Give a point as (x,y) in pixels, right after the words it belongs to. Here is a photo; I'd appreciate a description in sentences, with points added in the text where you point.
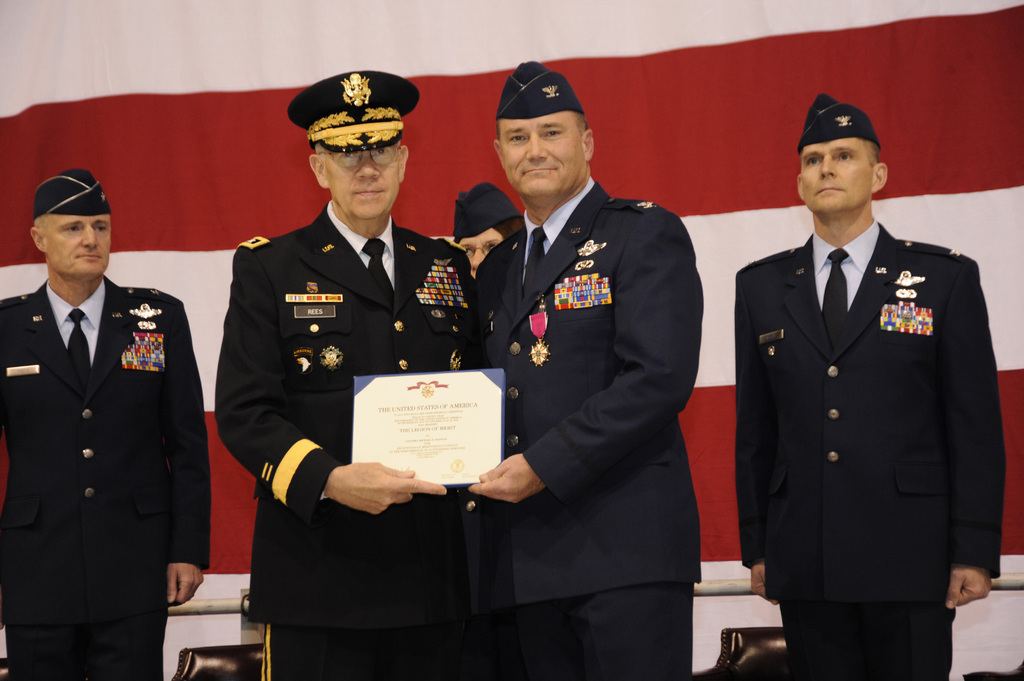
In the center of the image (508,299) two mans (524,334) are standing and holding certificate (403,434) and wearing a hat (396,136). In the background of the image (622,111) cloth (1010,136) is there. On the left (79,374) and right side of the image (842,358) two mans (876,246) are standing and wearing a hat (821,121). At the bottom of the image (747,635) we can see chairs (767,630), rod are there.
